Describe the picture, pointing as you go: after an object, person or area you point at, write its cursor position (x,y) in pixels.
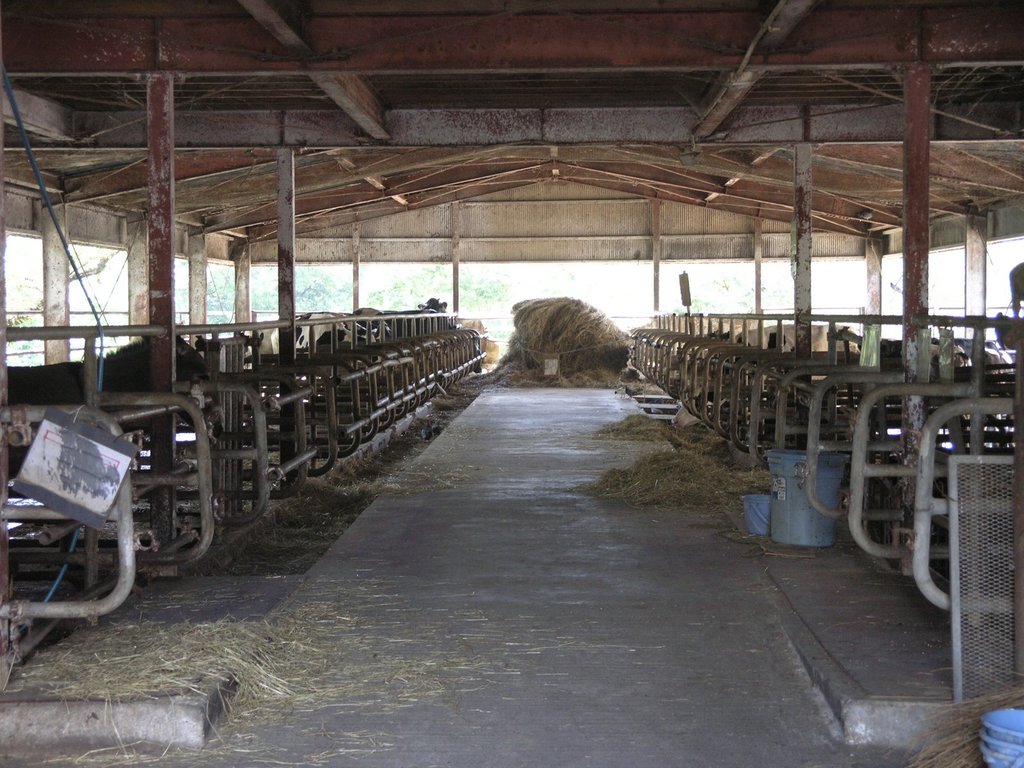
In the image we can see a shed (162,253). Behind the shed (0,277) there are some trees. In the shed (3,319) there is grass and there are some fencings (53,331) and there are some animals (60,380) and there are some tubs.
